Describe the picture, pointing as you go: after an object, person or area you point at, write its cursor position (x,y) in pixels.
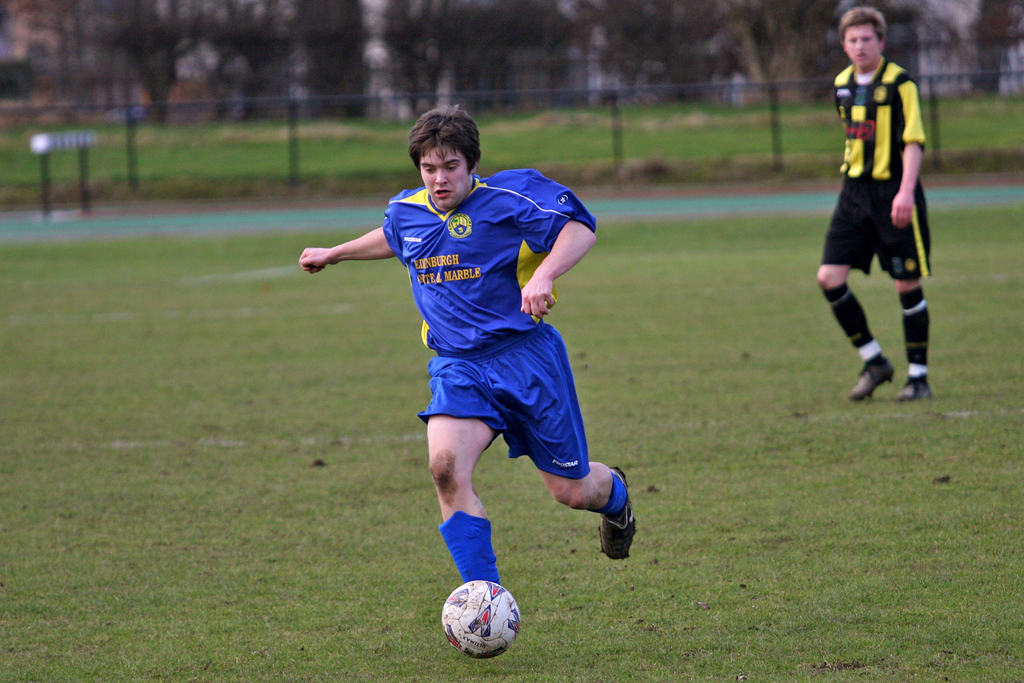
The man (556,462) in front of the picture who is wearing the blue T-shirt (449,323) is running and in front of him, we see a football (506,591). I think he is playing the football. At the bottom (307,485), we see the grass (232,432). On the right side (902,90), we see a man (895,200) in yellow and black T-shirt (885,114) is standing. In the background (338,100), we see a fence (359,138). There are trees (360,61) and buildings (42,15) in the background (504,88). This picture is blurred in the background (618,218).
